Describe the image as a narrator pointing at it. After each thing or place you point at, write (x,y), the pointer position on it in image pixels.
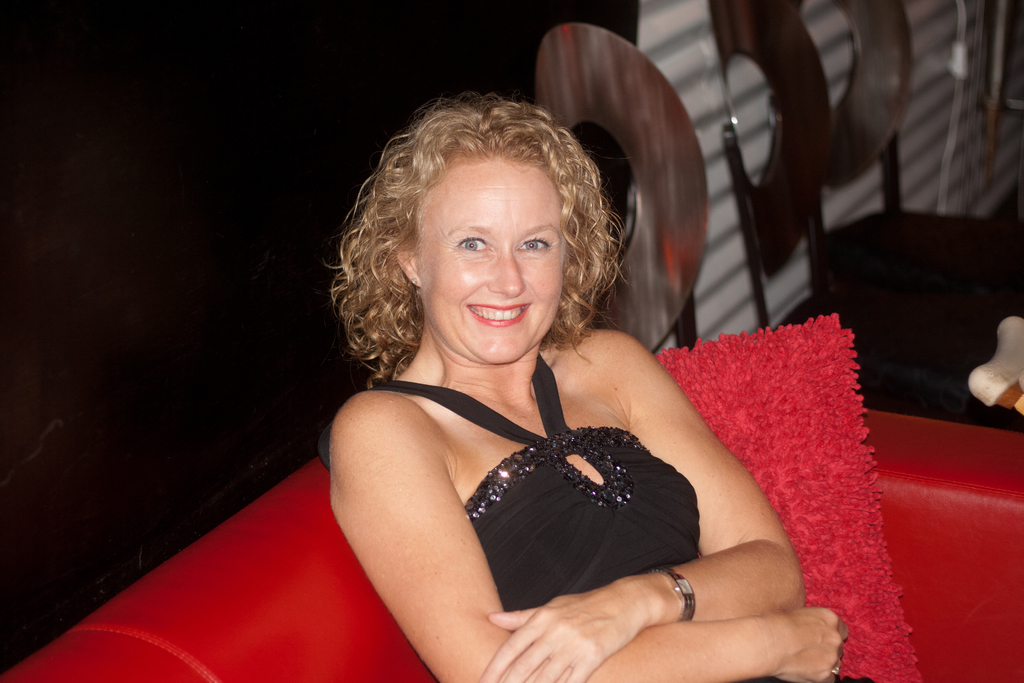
In this image there is a woman (435,457) sitting in a sofa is having a smile on her face (481,303), beside the women (624,434) there are empty chairs (772,122).
